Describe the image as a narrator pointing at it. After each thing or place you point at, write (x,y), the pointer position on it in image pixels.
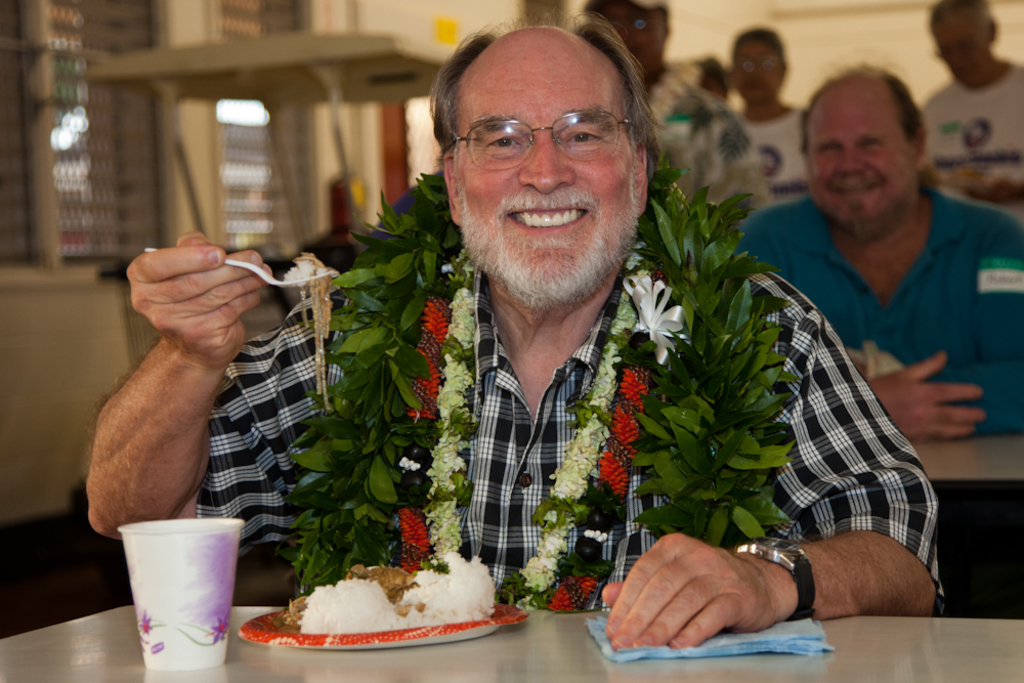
In this picture there is a man (603,128) who is wearing flowers (666,381), t-shirt (798,439), spectacle (489,131) and watch (790,549). He is holding the spoon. On the table (396,665) I can see the plate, cloth (780,651), glass (231,562), rice (454,605) and other food items (413,585). In the back (871,141) I can see another man (879,129) who is sitting on the chair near to the table (954,444). Behind him I can see four persons (745,66) who are standing. On the left (6,126) I can see the windows (21,121).
